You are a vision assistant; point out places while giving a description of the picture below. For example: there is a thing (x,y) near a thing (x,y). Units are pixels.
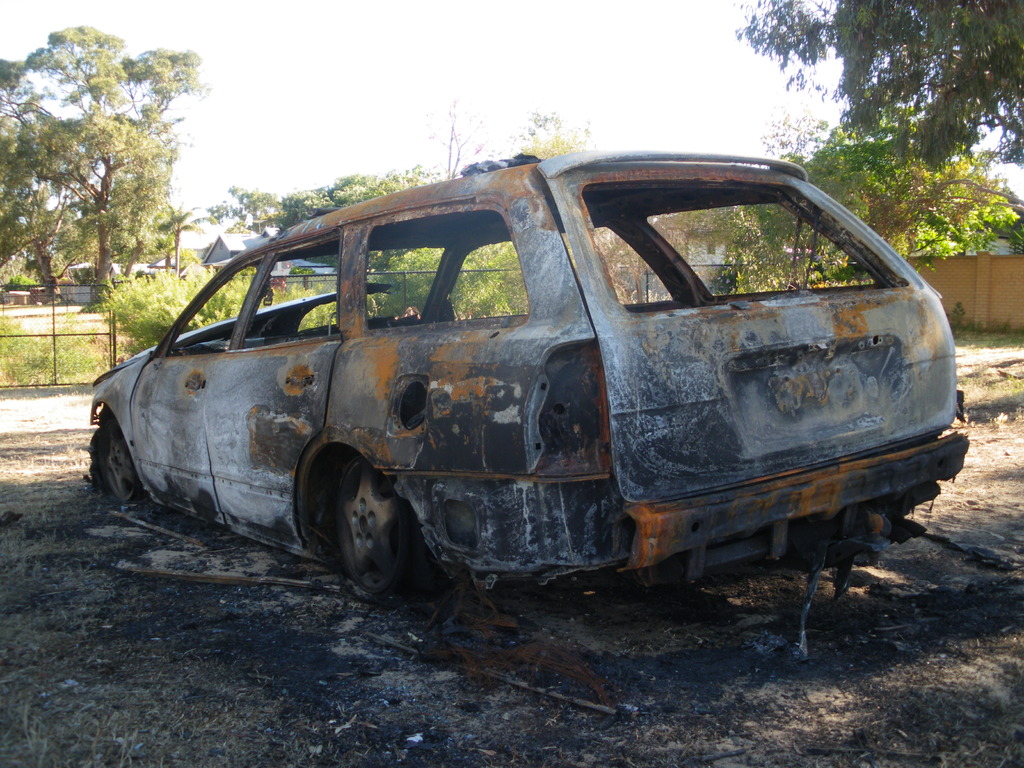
In this picture there is an old broken car (428,328) in the center of the image (409,400) and there is a boundary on the left side of the image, there are houses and trees (21,234) in the background area of the image (187,289).
